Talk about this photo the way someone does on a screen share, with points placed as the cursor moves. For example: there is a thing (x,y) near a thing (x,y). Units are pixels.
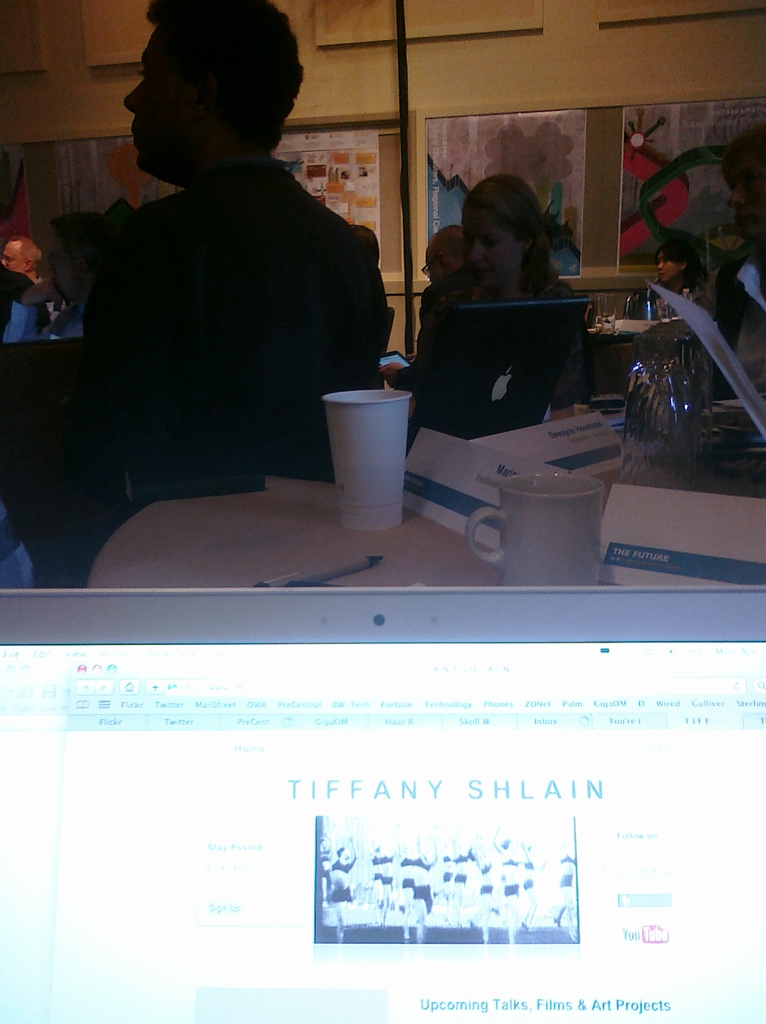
In this image there are group of persons (334,334). In the front (390,446) there is a laptop (486,378) which is black in colour and there are glasses (376,422), there are papers (552,466) on table (262,537). In the background (325,184) on the wall (603,184) there are posters (538,190). At the bottom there is some text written on the screen (473,883).
